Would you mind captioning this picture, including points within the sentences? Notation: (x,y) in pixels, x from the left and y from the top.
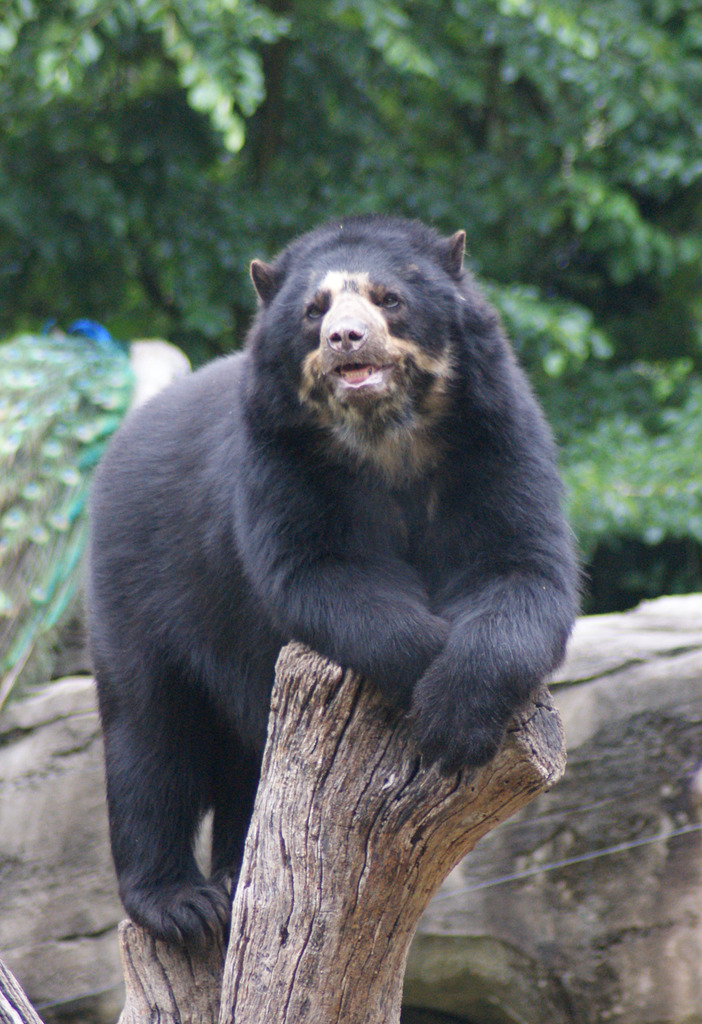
In this image there is an animal (336,557) standing on the wooden branch (247,892) of a tree (267,892). In the background (463,153) there are trees (364,143).
